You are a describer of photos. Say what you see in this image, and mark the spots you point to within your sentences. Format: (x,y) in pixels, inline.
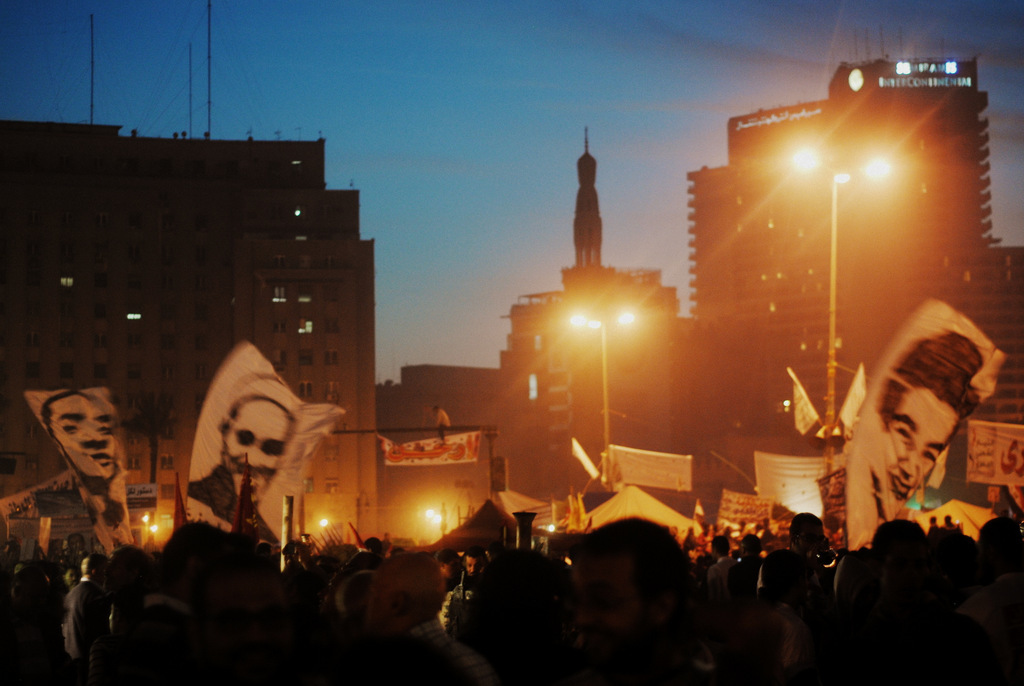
In this image we can see people (240,586) standing on the road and holding human pictures (923,407) in their hands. In the background (241,286) we can see buildings (241,286), street poles (604,369), street lights (602,329) and sky (438,93).
